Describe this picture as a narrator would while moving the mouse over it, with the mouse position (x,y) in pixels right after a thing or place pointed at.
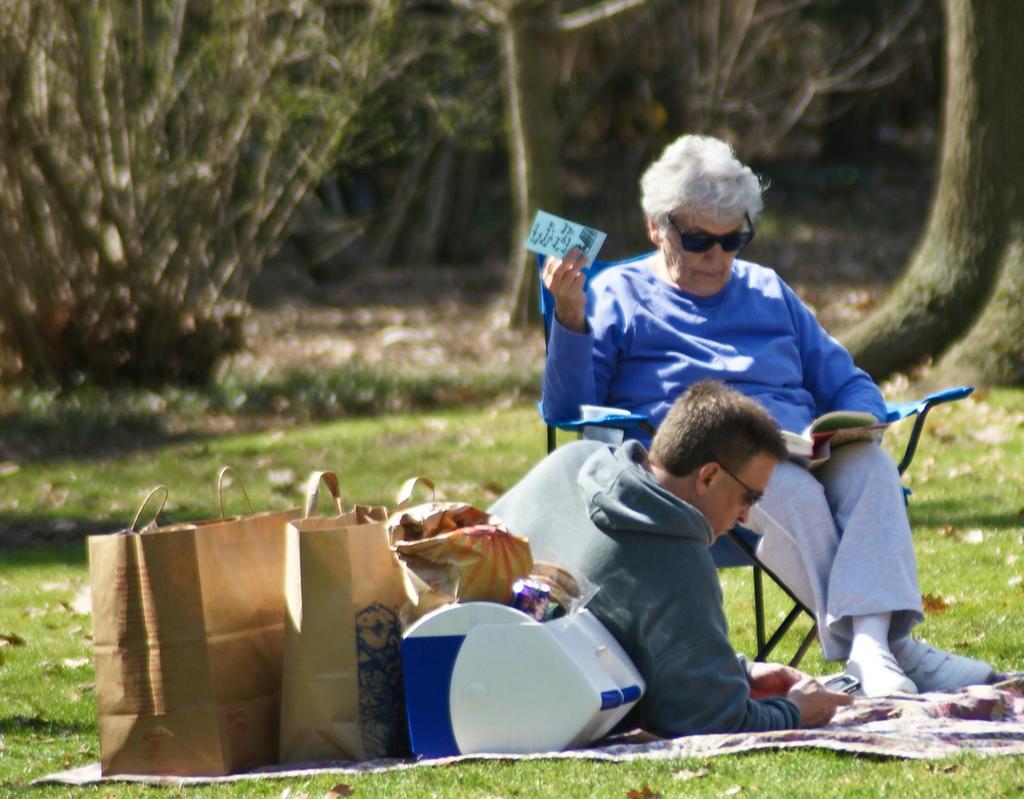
In this image, we can see a person (844,491) sitting on a chair (717,545) and holding a card (585,248). A man (675,697) holding a mobile (834,691) on the mat (857,729). On the mat (929,717) we can see carry bags (296,679) and box (504,730). At the bottom (599,783), there is a grass (686,796). In the background (214,16), we can see the blur view, plants (48,248) and trees (607,167).
